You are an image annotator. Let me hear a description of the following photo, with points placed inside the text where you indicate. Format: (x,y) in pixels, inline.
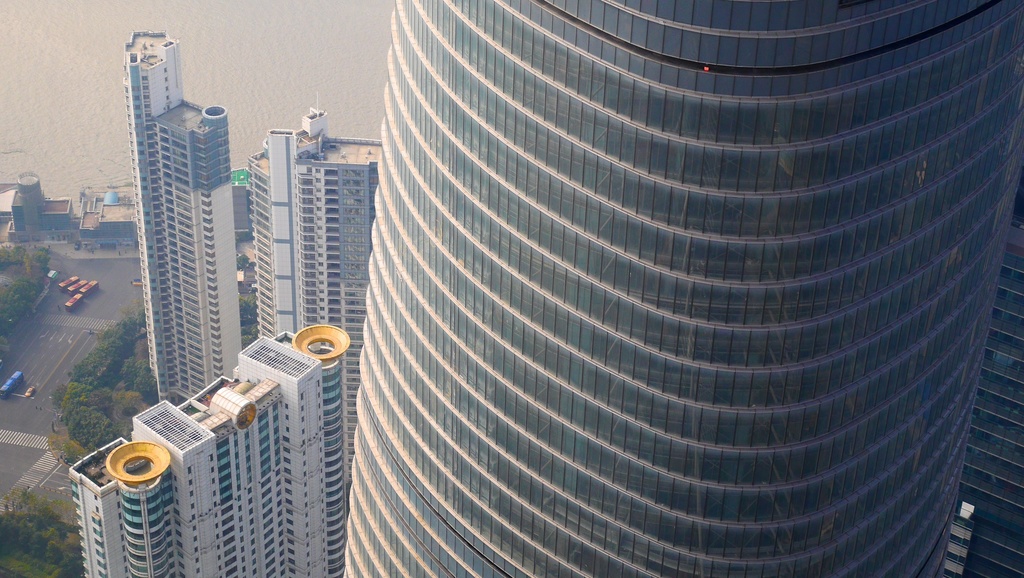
As we can see in the image there are buildings (308,193), trees (91,422), vehicles (31,393) and water (66,91).
